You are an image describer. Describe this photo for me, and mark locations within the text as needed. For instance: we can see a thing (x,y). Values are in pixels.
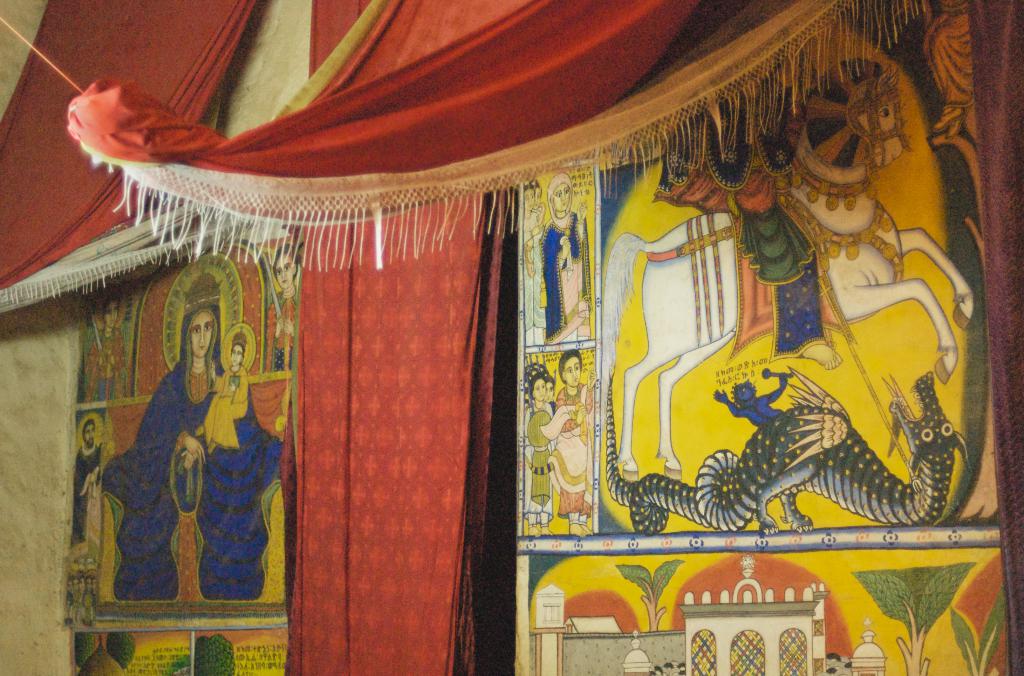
In this image, I can see a clothes (113,138) hanging, which are red in color. I think these are the wall paintings (726,529), which are drawn on the wall (24,420).
